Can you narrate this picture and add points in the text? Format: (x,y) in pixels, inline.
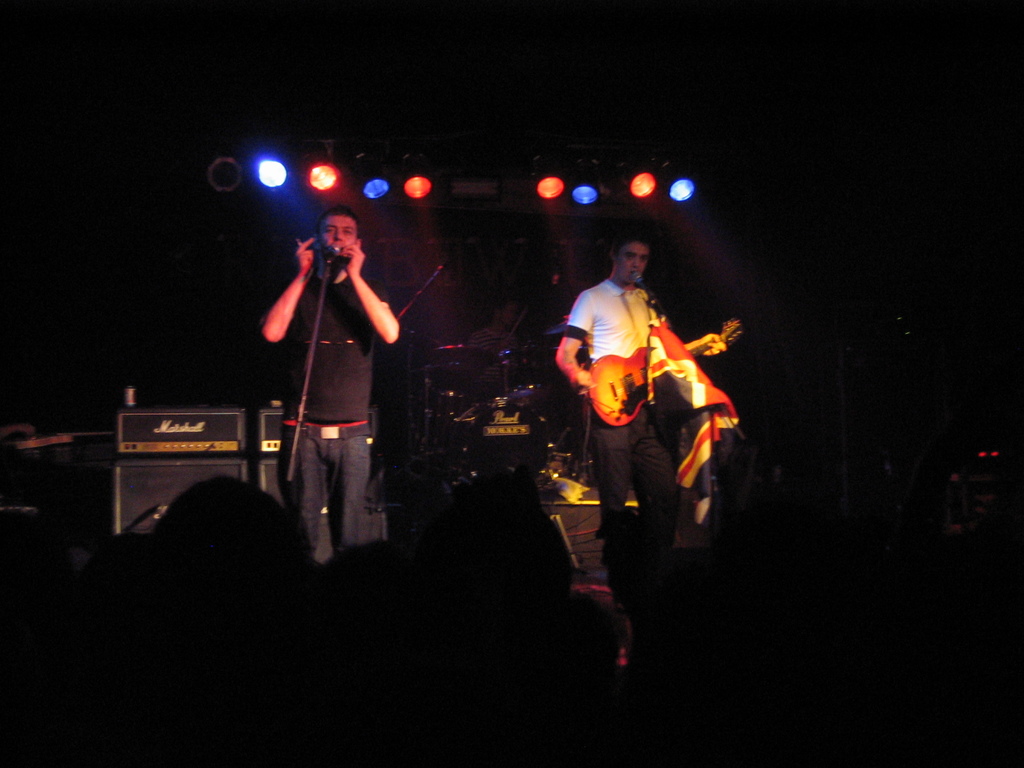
In this picture there is a boy (612,497) who is standing on the right side of the image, he is playing guitar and another boy (368,343) on the left side of the image (325,235), he is singing, there is a mic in front of him, there are spotlights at the top side of the image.
